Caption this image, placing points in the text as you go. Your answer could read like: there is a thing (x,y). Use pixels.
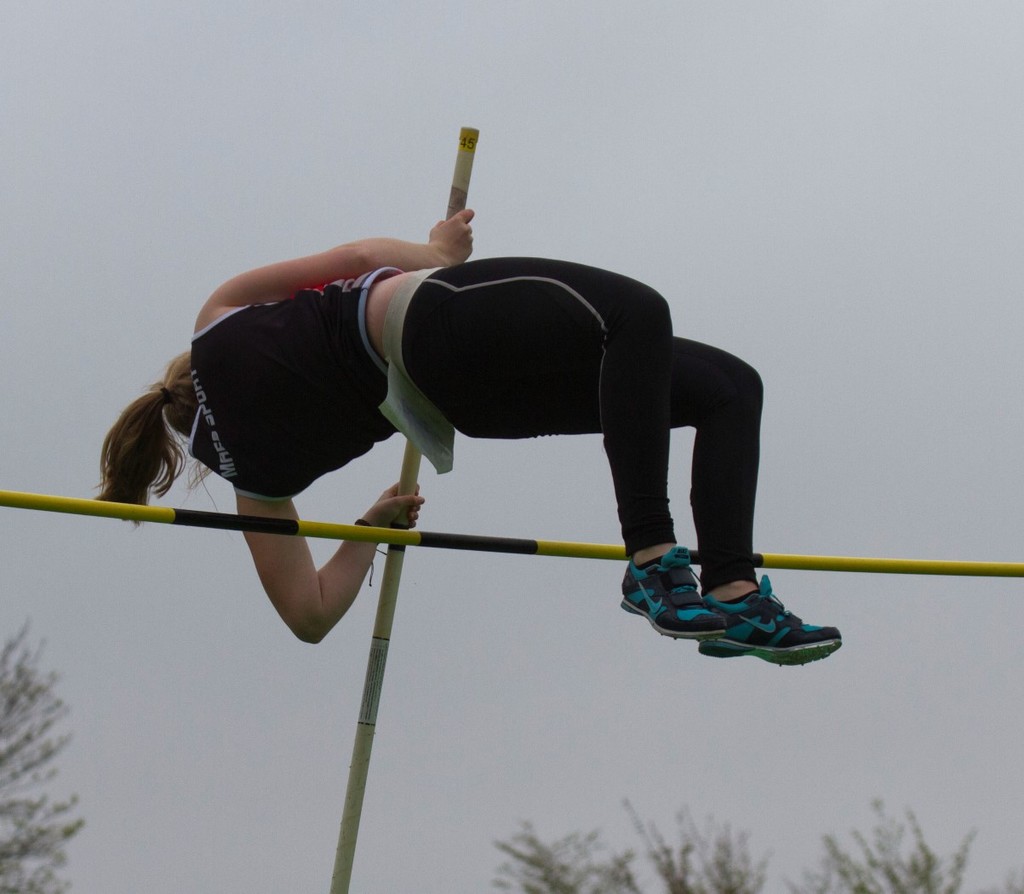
In the center of the image (475,398) we can see woman (485,385) is jumping. In the background (719,754) we can see trees (9,693) and sky (706,214).
